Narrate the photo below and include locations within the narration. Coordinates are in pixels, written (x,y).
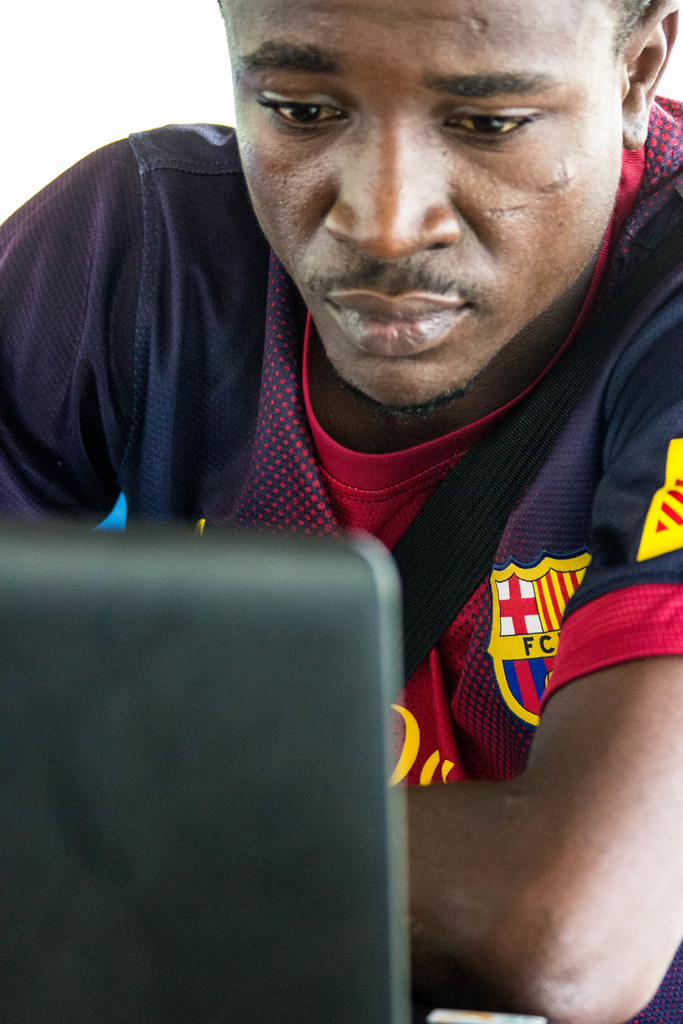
In this image we can see a person (436,914) sitting in front of a laptop (27,1023).
